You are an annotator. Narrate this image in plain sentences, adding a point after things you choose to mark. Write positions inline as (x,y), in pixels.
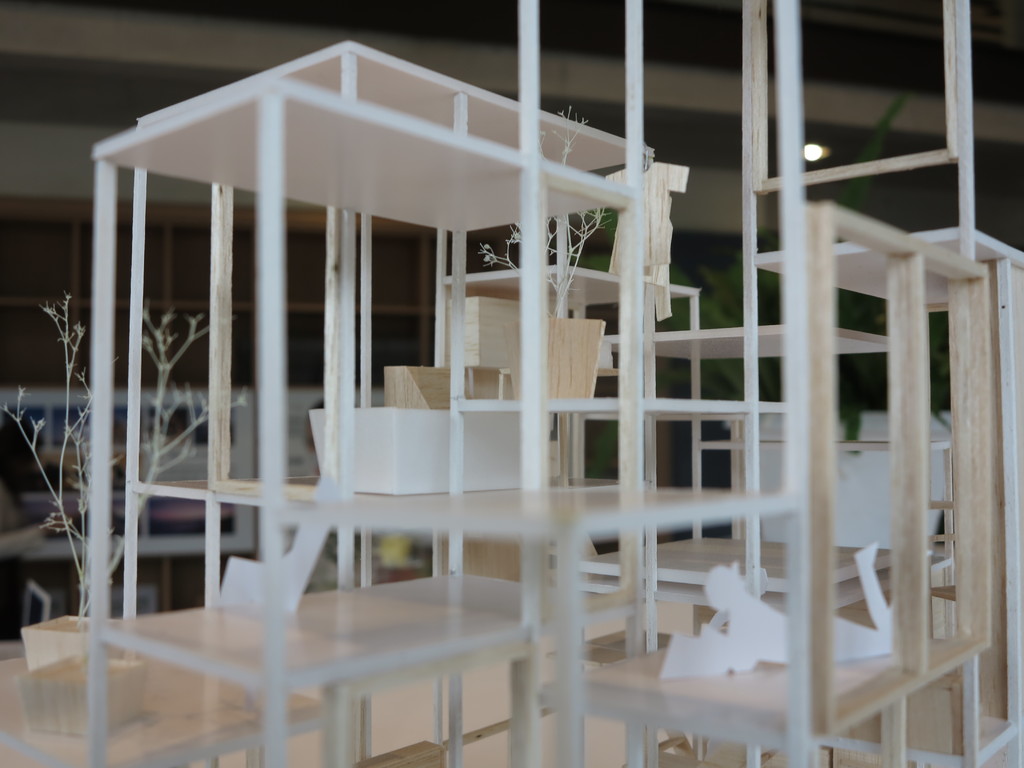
This image is clicked inside. There are pots (35,724) in the middle (511,399). There are plants (157,361) in that pot (520,392). There are tables (346,136) in the middle (450,370).
